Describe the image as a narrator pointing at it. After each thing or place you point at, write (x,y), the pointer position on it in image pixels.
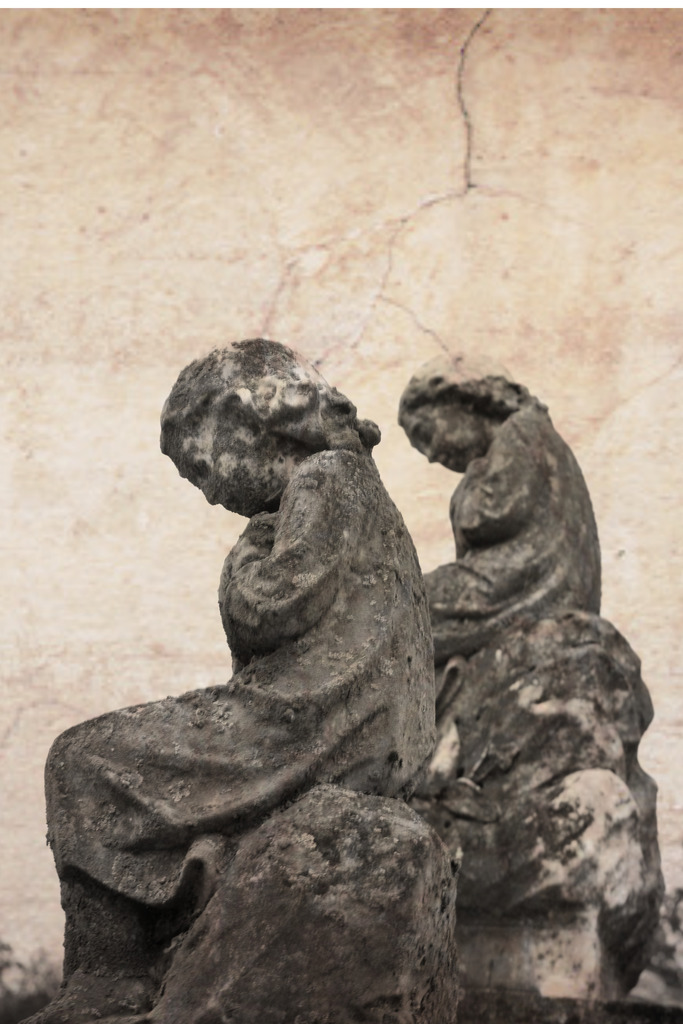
In this picture, there are two statues (386,744) at the bottom (419,924). Behind it, there is a wall (426,285).
